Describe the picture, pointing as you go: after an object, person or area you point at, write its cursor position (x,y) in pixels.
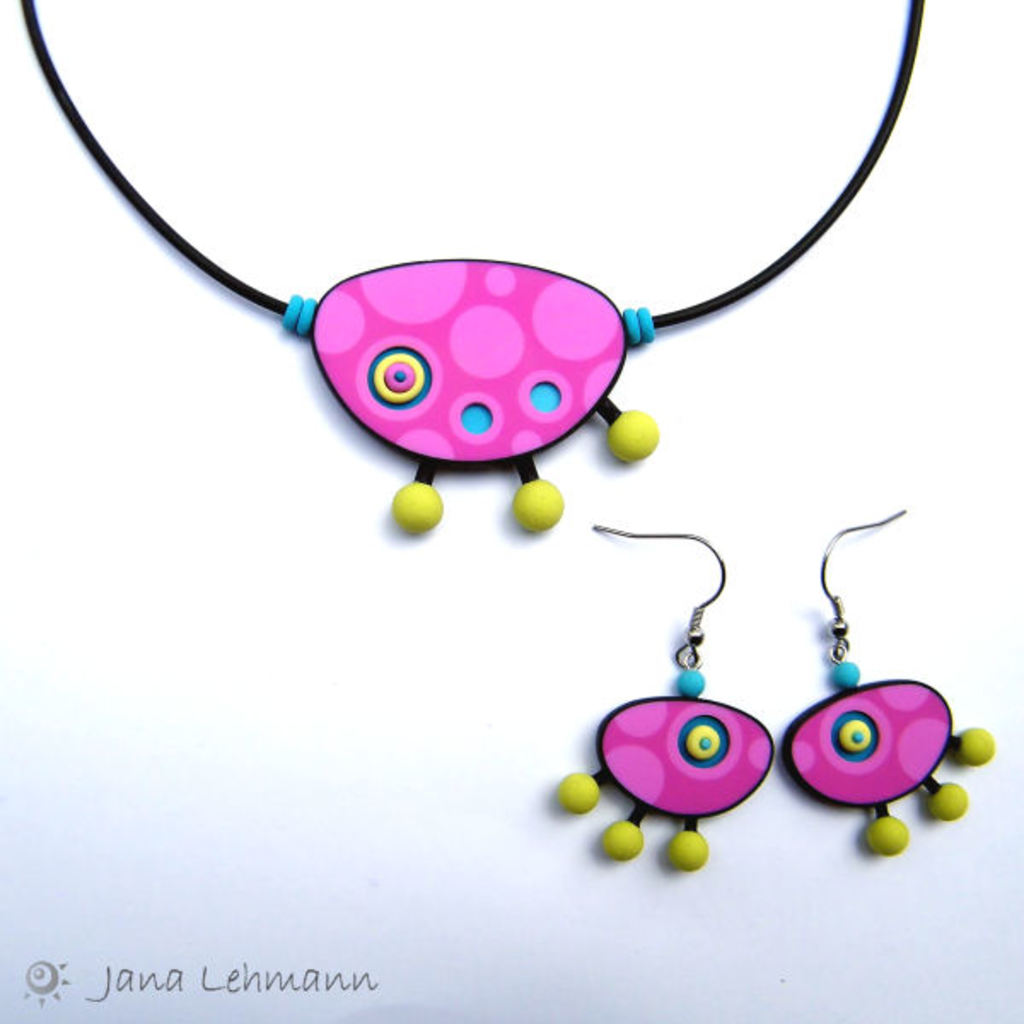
In this image I can see pair of earrings (846,629) and a chain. There is a white background (422,254) and in the bottom left corner of the image (56,1002) there is a watermark (262,964).
